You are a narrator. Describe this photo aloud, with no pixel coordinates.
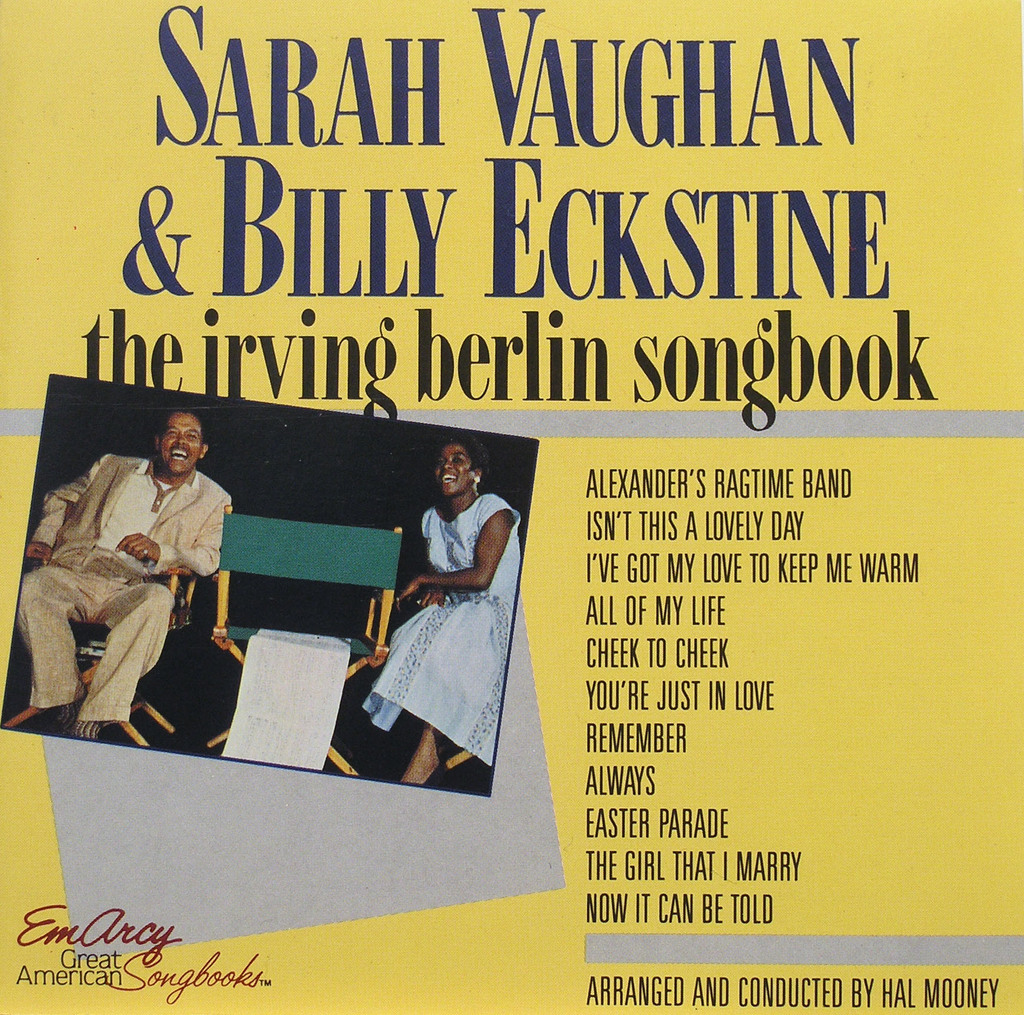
In this picture there is an image of two persons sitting in chairs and there is something written above and beside the image.
